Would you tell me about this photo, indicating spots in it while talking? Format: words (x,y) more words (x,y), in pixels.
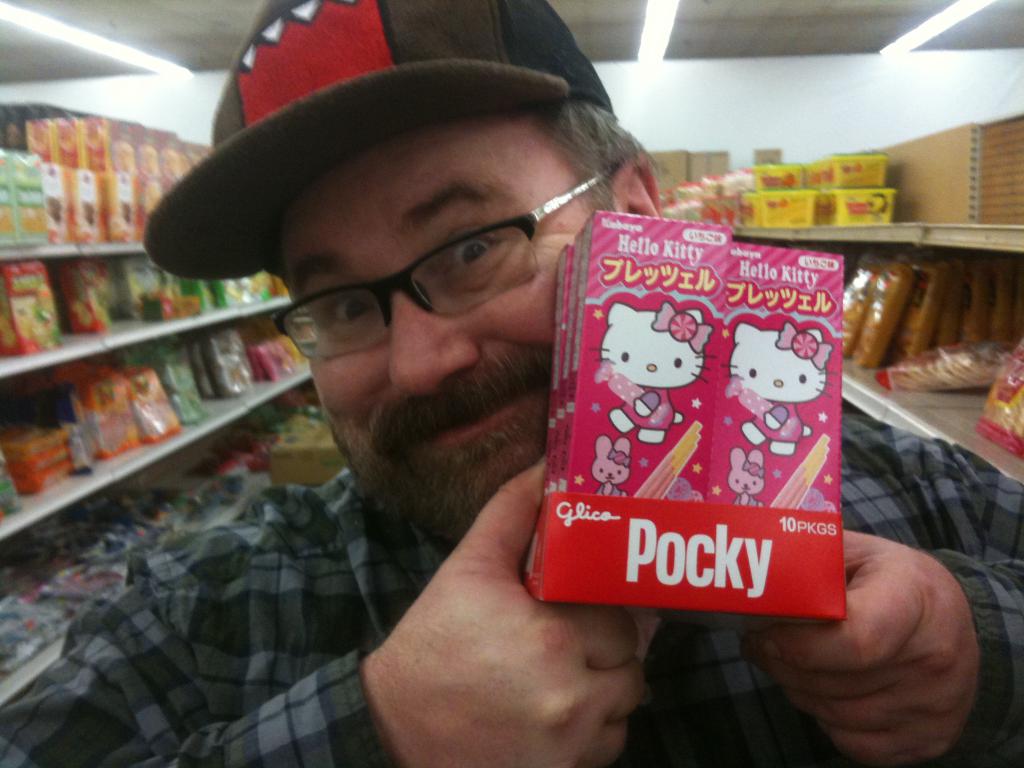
In this image a man (434,332) wearing cap (453,80) and glasses (409,288) is holding few packets (578,499). In the background (26,324) on the racks (853,215) there are more packets (184,368). On the ceiling (680,22) there are lights (132,48).
